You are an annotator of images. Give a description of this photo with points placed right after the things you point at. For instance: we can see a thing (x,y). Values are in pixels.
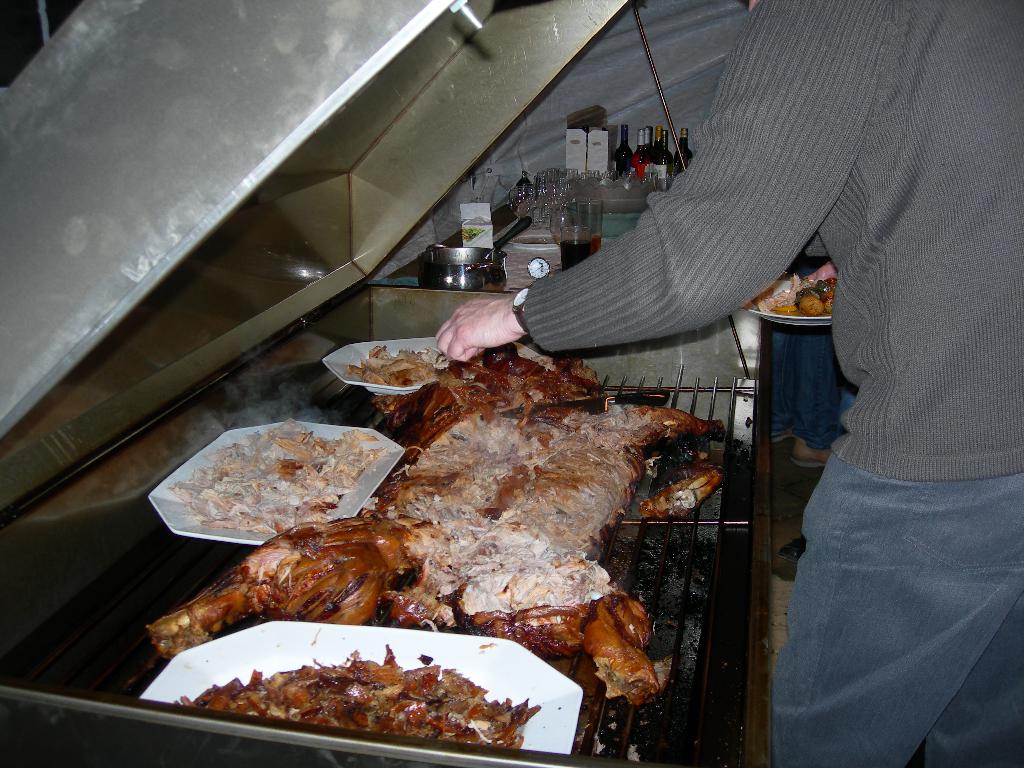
This image consist of food (481,559) which is in the center (512,468) on the charcoal (625,535). On the right side (897,330) there is a man (943,336) standing and holding a plate (824,296). In the background (544,214) there are glasses (563,206), bottles (651,161) and there is a wall (570,77).
